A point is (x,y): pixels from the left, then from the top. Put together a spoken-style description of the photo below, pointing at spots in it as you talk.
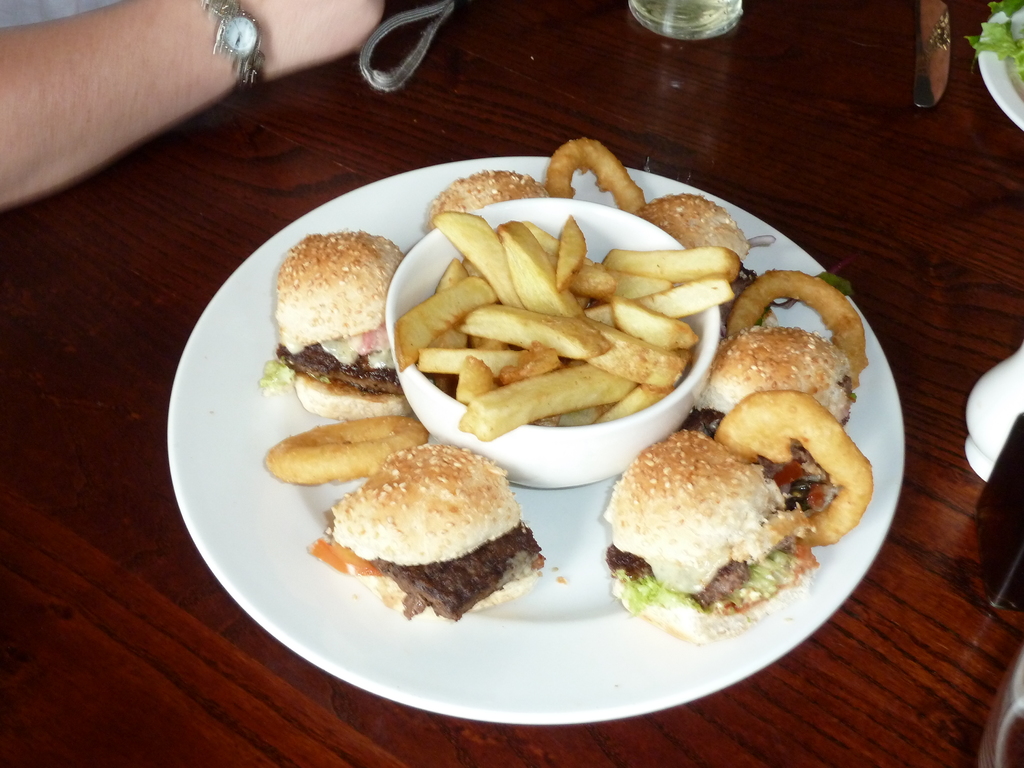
In this image I can see a plate (269,517), a bowl (668,411) and over here I can see different types of food (536,548). In the background (948,20) I can see a glass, a knife (927,49), few white colour things (1012,84) and here I can see a hand (185,90) of a person (185,90). I can also see a watch (230,8) over here.
